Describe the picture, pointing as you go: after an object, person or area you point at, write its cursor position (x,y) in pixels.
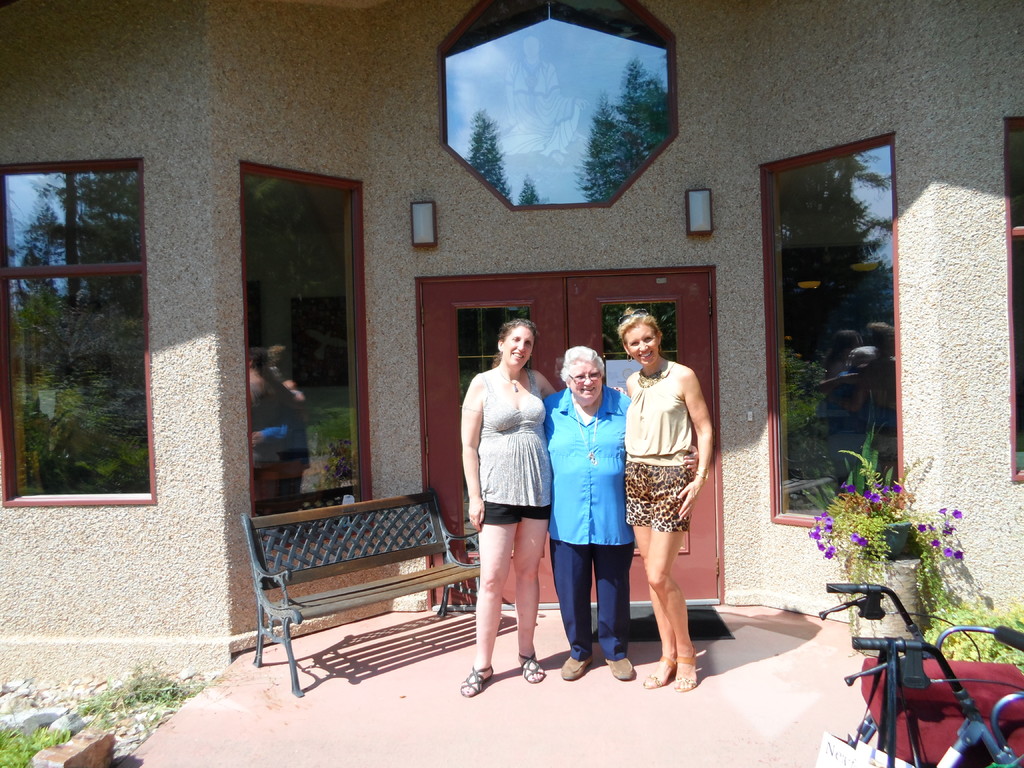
In this picture there are three women (622,320) standing at the door (459,486) There is a bench (298,522) on the left side (318,603) and they are plants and a walker (861,649) on the right side (1008,712) behind them there is a wall (797,60).
